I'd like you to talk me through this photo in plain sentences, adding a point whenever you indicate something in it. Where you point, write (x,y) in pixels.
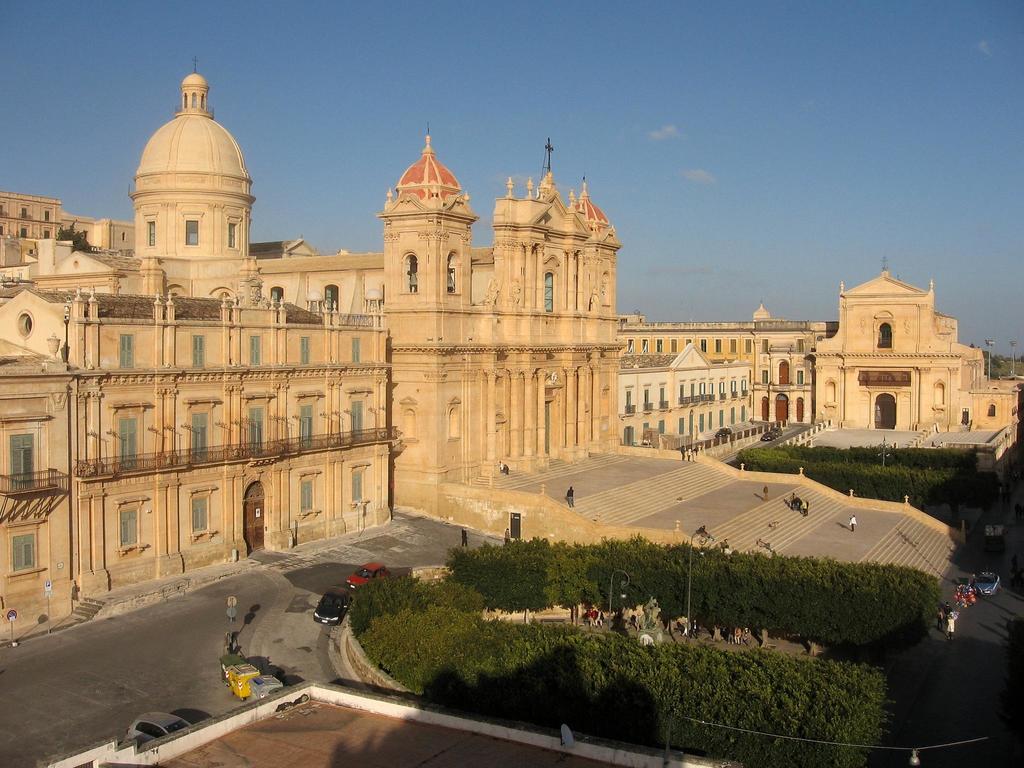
In this image I can see buildings (429,418), vehicles (314,617) on the road (287,634), steps (632,509) and people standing over here. I can also see trees (590,648) and some other objects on the ground (864,536). In the background (492,137) I can see the sky (475,104).
